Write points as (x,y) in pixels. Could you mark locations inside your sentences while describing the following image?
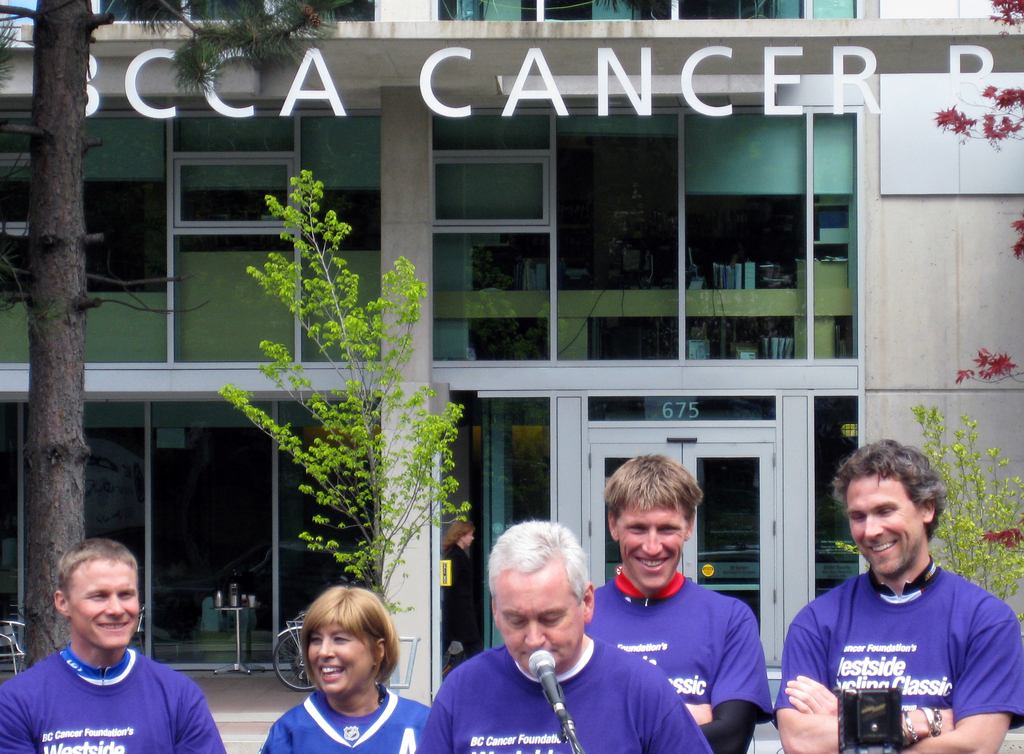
At the bottom of the image (812,736), we can see people (589,717), microphone (554,691) and black object (875,725). Few people (676,665) are smiling. In the background (762,607), we can see building (538,445), wall (986,244), plants (54,622), person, walkway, tables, glass objects (144,638), door (691,544), vehicle (289,632) and few things (446,571).
